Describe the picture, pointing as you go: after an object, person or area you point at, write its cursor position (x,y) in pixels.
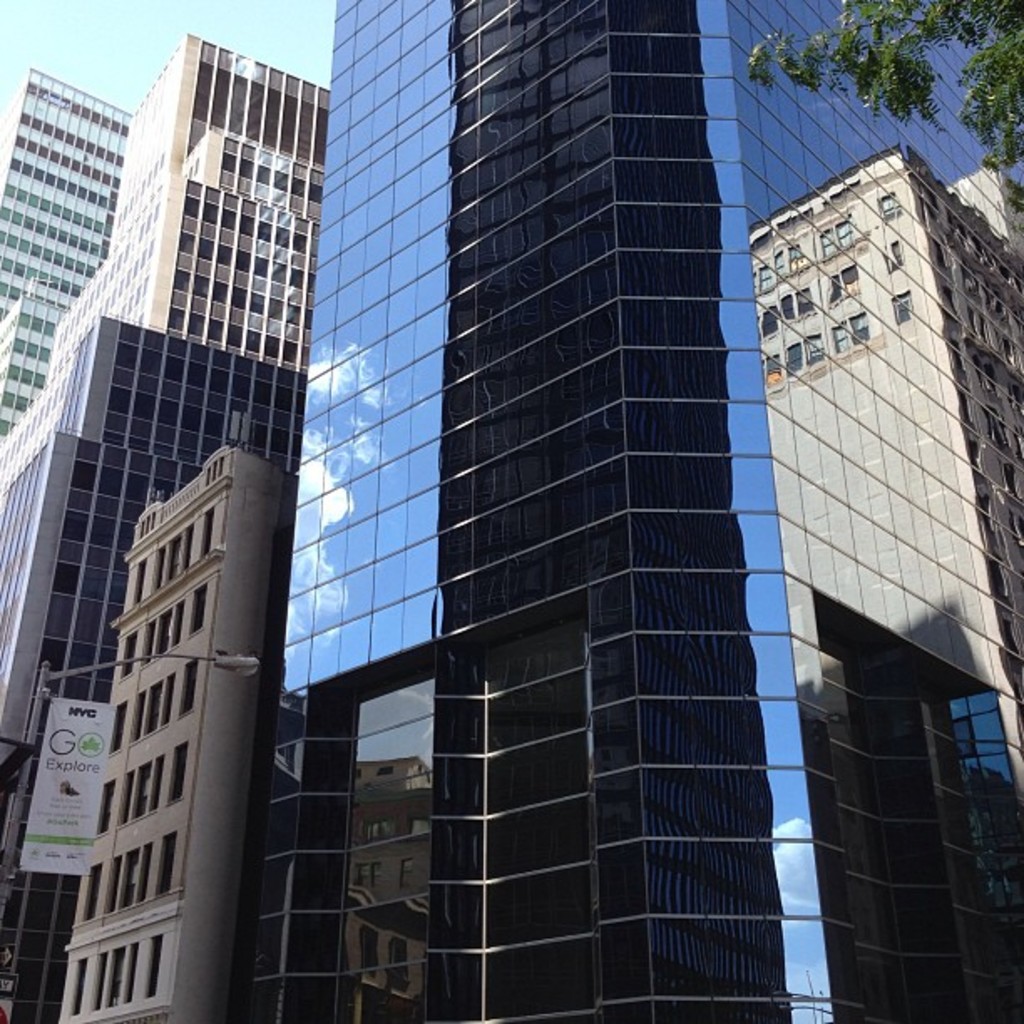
In this image, we can see buildings (279,462), a street light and a banner (84,726) and we can see a tree (910,98).
